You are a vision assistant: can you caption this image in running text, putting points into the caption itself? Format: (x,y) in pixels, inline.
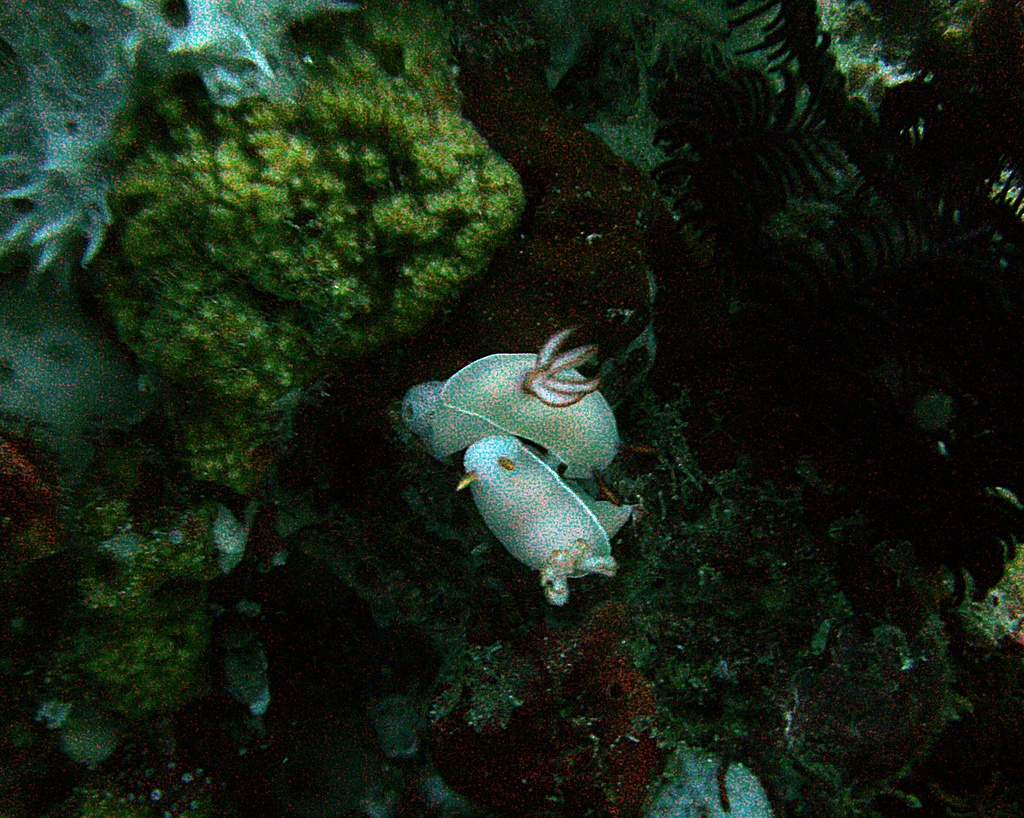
Here in this picture we can see underwater plants (173,159), rock stones (745,604) and some sea slugs (572,433) present.
